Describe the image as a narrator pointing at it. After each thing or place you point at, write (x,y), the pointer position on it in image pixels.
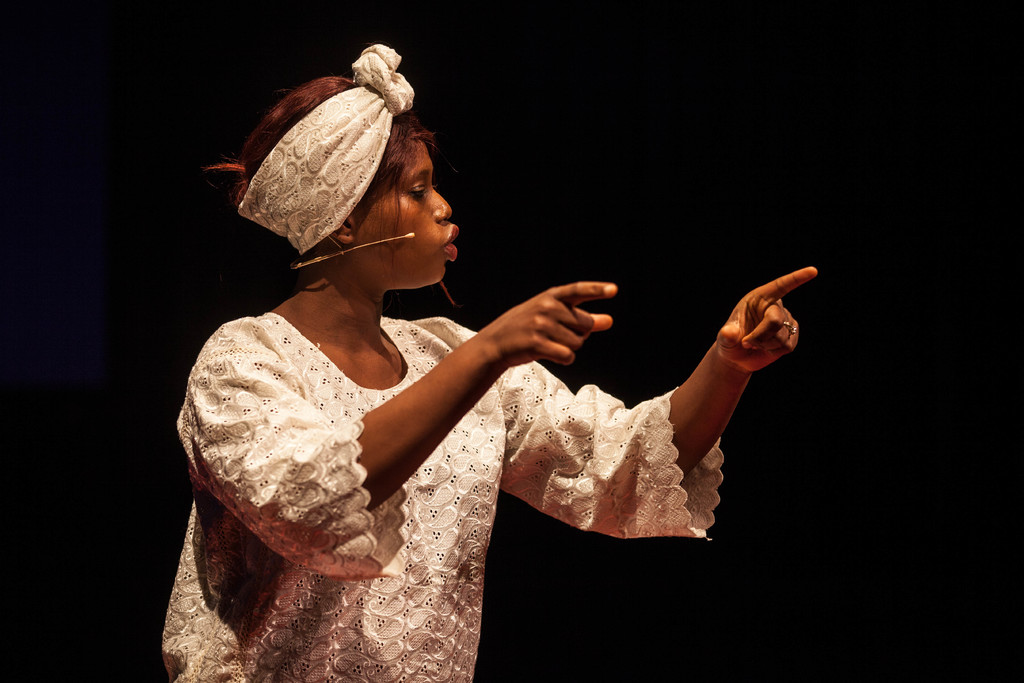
In the center of the image (346,359) we can see a lady (357,295) standing. She is wearing a white dress (536,455) and we can see a mic (369,244).
